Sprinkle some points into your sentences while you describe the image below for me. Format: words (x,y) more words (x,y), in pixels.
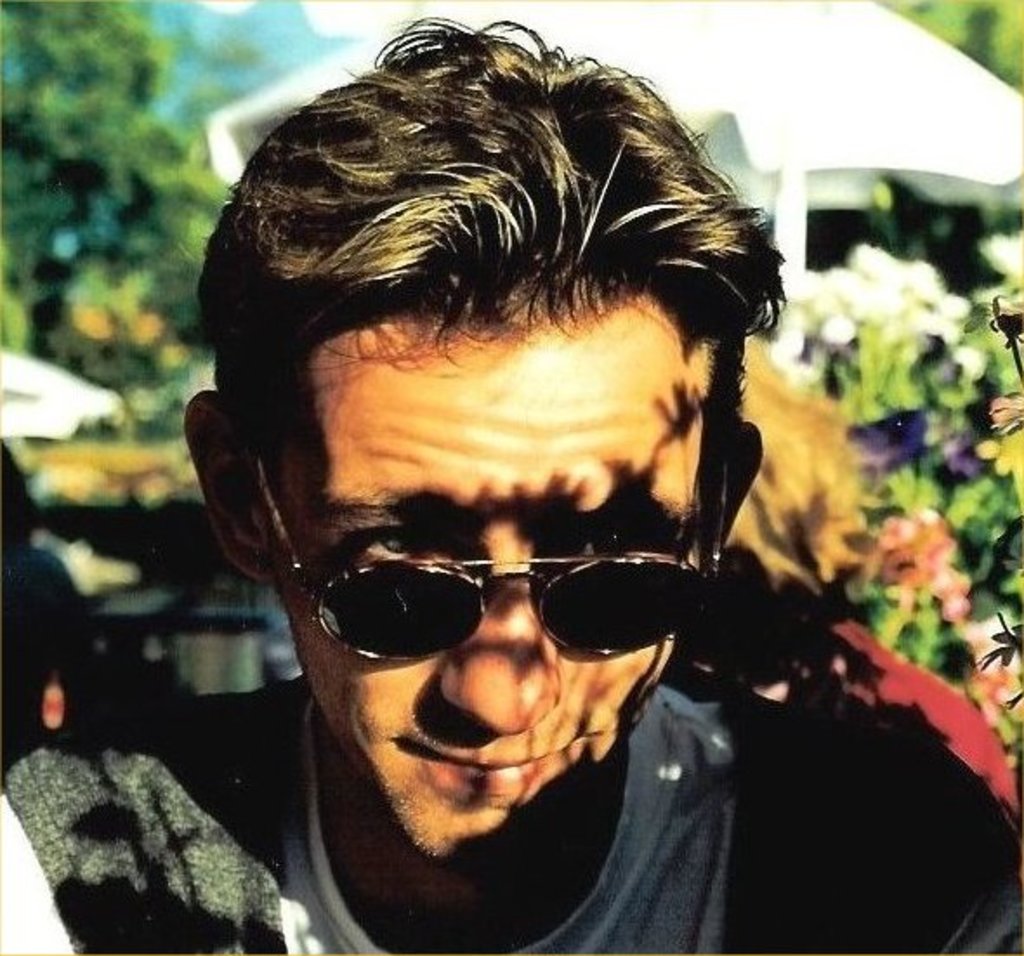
In this picture there is a man (466,643) who is wearing goggles (417,568) and t-shirt (679,890). He is the smiling. In the background (986,630) I can see the shed (842,188), trees (163,56), mountains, plants (987,376) and flowers (881,262). AT the top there is a sky (286,24).
